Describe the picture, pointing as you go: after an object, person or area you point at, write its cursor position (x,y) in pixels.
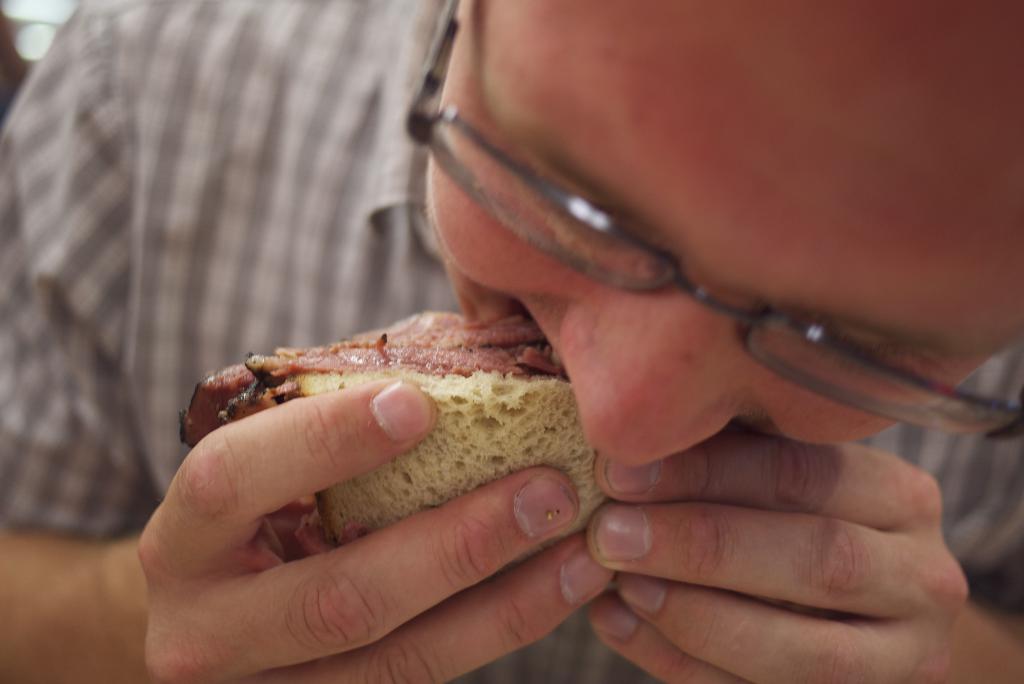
In the image there is a man (597,250) eating a sandwich (544,449).
